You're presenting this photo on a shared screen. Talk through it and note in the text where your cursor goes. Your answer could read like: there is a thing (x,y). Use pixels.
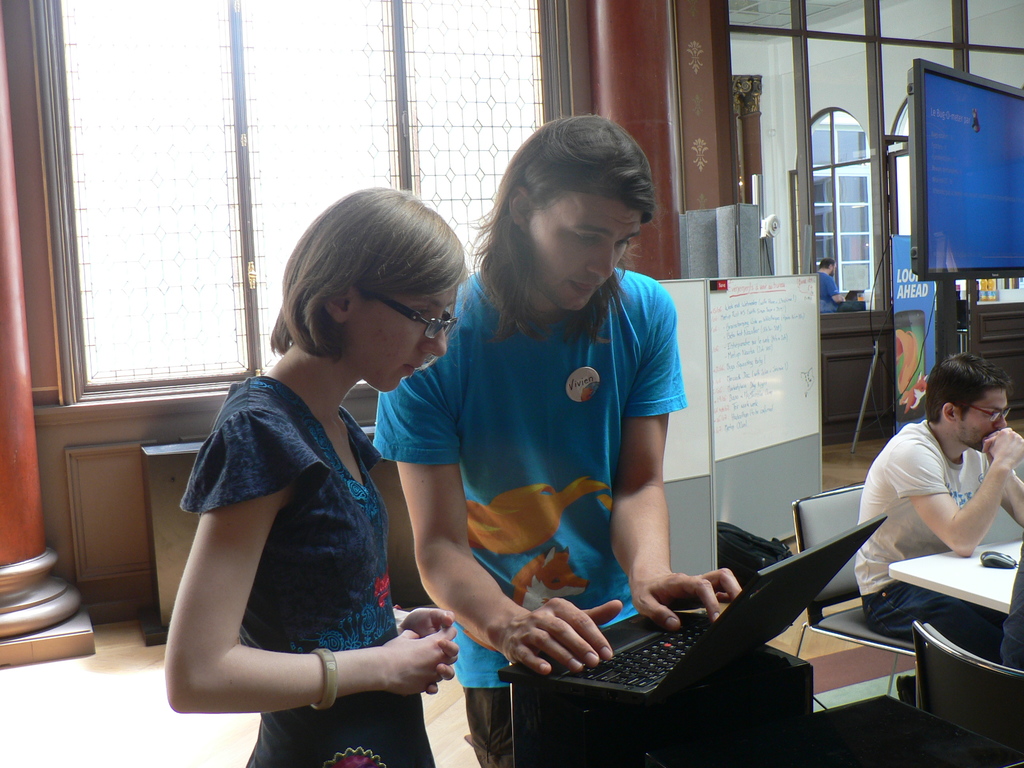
In this picture there is a man (510,472) and a woman (341,547) standing. Both are looking into the laptop (616,637). To the right (936,456), a person (884,507) is sitting on the chair (848,593). A mouse (1004,565) is seen on the table (963,574). There is a whiteboard (789,315). A person (830,281), screen (966,172) and a poster (915,326) is seen in the background (899,357).
